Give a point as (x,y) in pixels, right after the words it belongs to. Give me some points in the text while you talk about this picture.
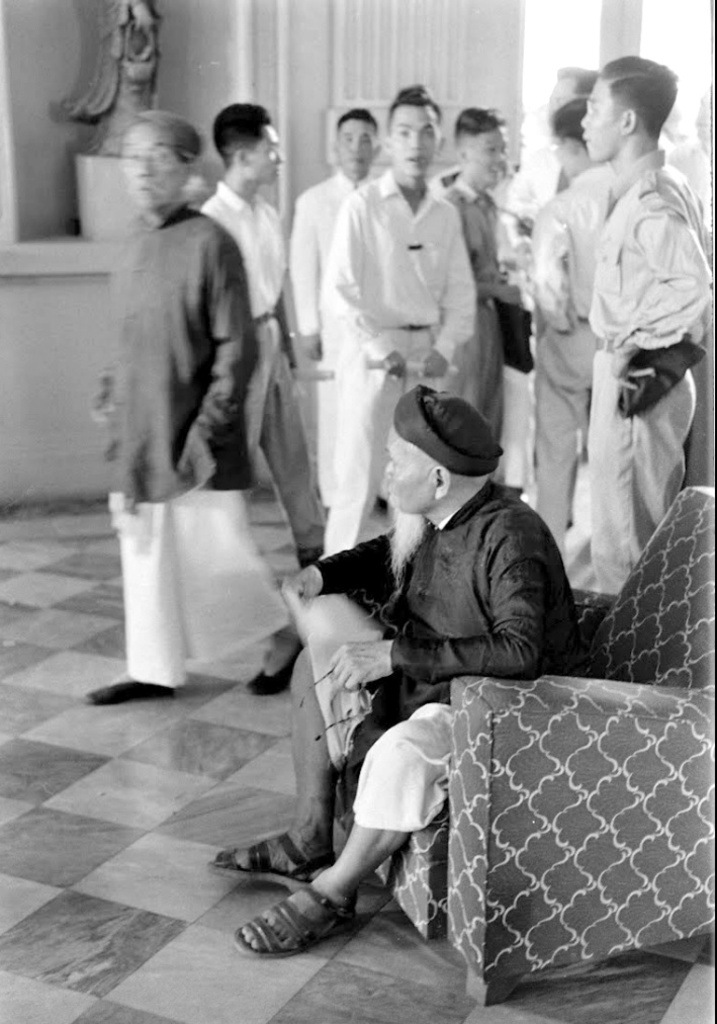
On the right side of the image (510,596) we can see a man (420,725) sitting on the sofa (675,579). In the background (260,618) there are people (207,226) and there is a statue (94,91).
